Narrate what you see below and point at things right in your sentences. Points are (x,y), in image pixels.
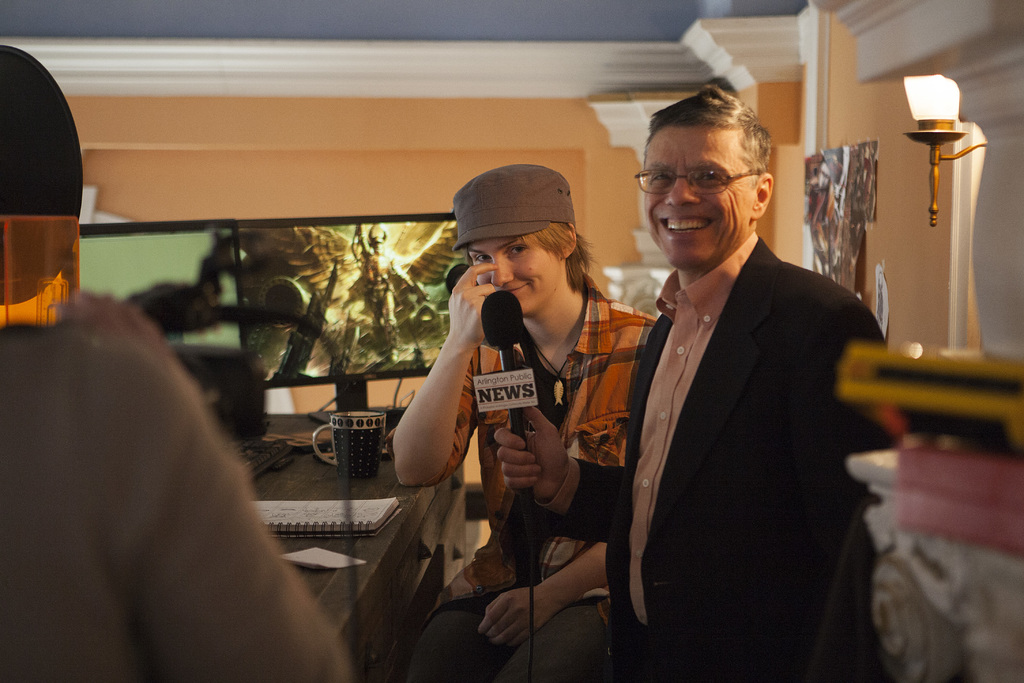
In the image we can see a man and a woman (542,325) wearing clothes (539,361) and they are smiling. We can see the man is holding a microphone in hand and he is wearing spectacles (695,181), and the woman (473,257) is wearing a cap (494,203). Here we can see screen (338,310), cable wires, a book (383,514) and the lantern (913,108).
